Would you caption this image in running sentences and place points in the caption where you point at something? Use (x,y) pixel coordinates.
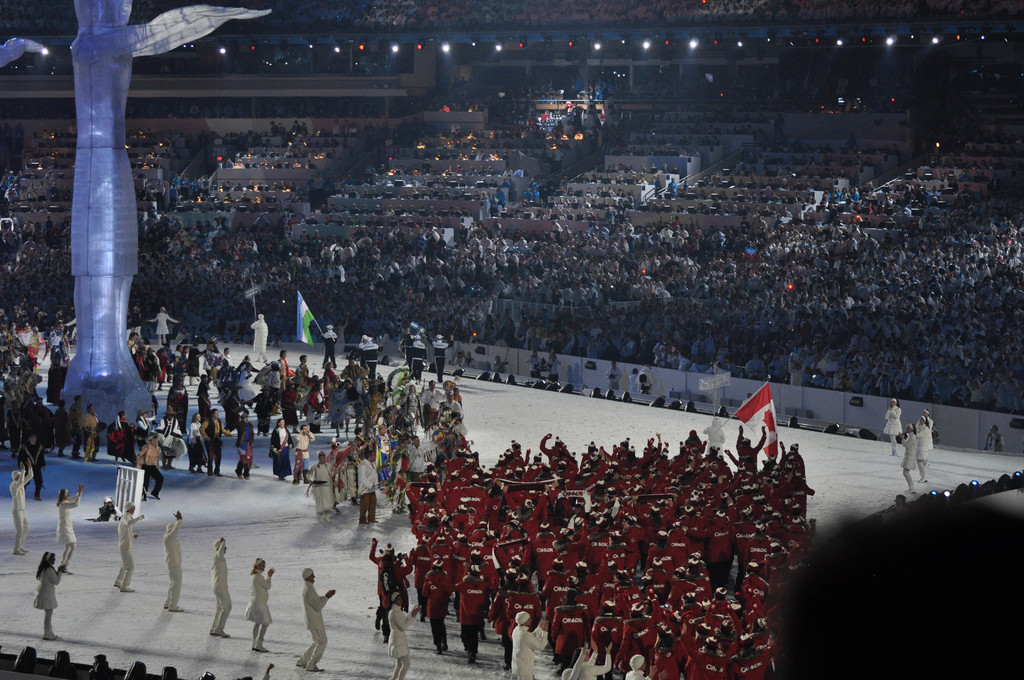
This picture might be taken inside a stadium (201,575). In this image, on the right corner (1009,592), we can see hair (939,549) of a person (929,573). In the middle (437,401), we can see group of people (700,467) standing, we can also see a person (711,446) holding a flag (770,414) in the middle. On the left side (164,428), we can see a sculpture (113,269), group of people (58,335). In the background (341,312), we can see group of people (807,318), chairs (630,15) and few lights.
